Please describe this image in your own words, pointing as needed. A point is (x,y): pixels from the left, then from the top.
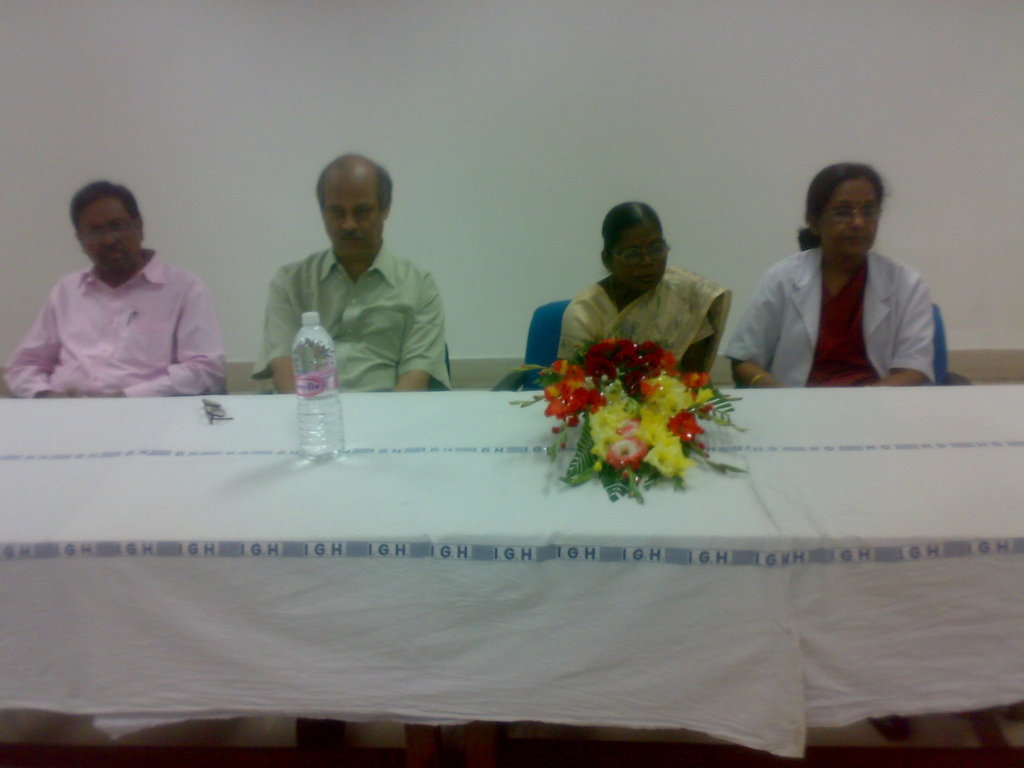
Here we can see group of people (87,291) sitting on the chair (517,382), and in front (965,454) here is the table (845,497), and water bottle (306,403) on it, and flower bouquet (582,397), and at back (543,265) here is the wall (235,163).
